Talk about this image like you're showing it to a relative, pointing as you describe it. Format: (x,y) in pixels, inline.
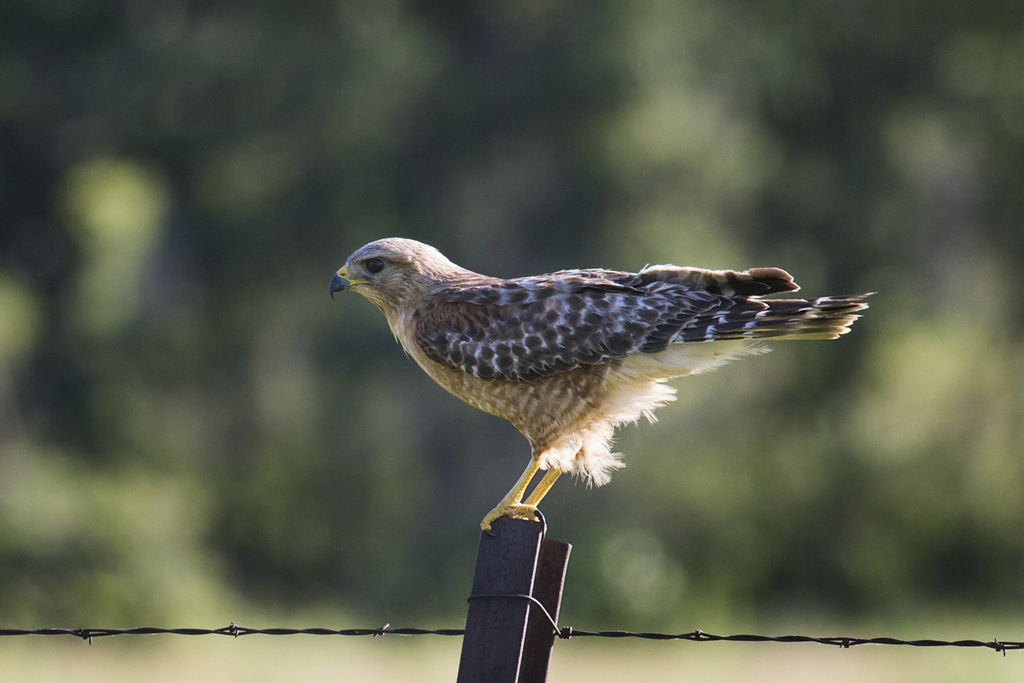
In the center of the image (469,350) a bird (510,328) is standing on a pole (518,554). At the bottom of the image (518,598) fencing (318,633) is there. In the background (564,214) the image is blur.
